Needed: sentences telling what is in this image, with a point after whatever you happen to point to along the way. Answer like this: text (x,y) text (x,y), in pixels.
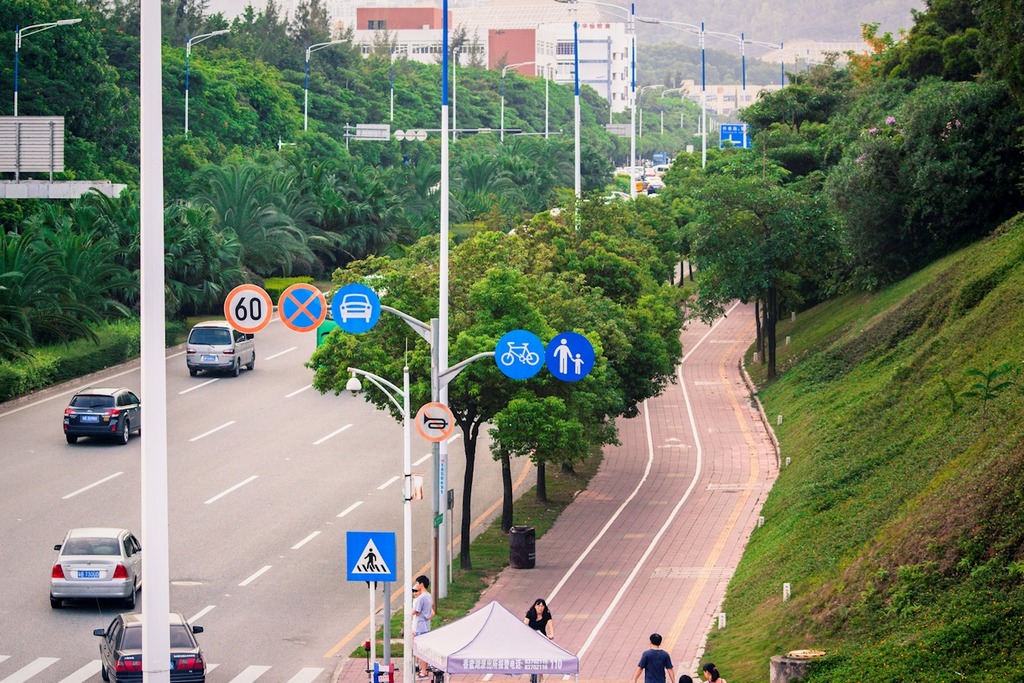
In this picture I can see the road (460,487), on which there are few cars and I can see the footpath (673,443) on which there are few people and in the middle of this picture (367,336) I can see number of light poles (17,30) and I can see few sign boards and I can see number of trees (602,211). In the background (485,1) I can see the buildings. On the right side of this picture (869,356) I can see the grass (854,459) and on the left side of this picture (181,246) I can see few plants (210,253).
